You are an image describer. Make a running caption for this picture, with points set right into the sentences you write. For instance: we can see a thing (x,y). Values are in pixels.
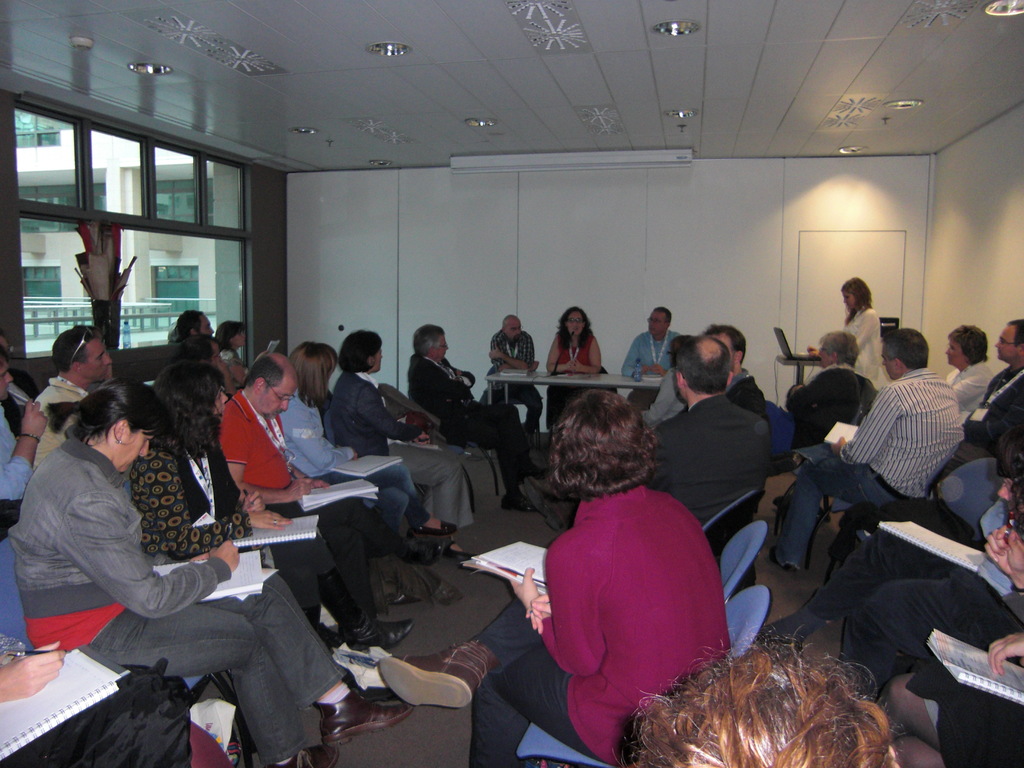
Here a person (613,569) is sitting on the chair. This person (628,642) wore a dark red color sweater (644,679), on the right side (855,303) a beautiful girl (847,315) is standing. She wore a white color dress (877,357), few other people (461,473) are sitting on the chairs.
